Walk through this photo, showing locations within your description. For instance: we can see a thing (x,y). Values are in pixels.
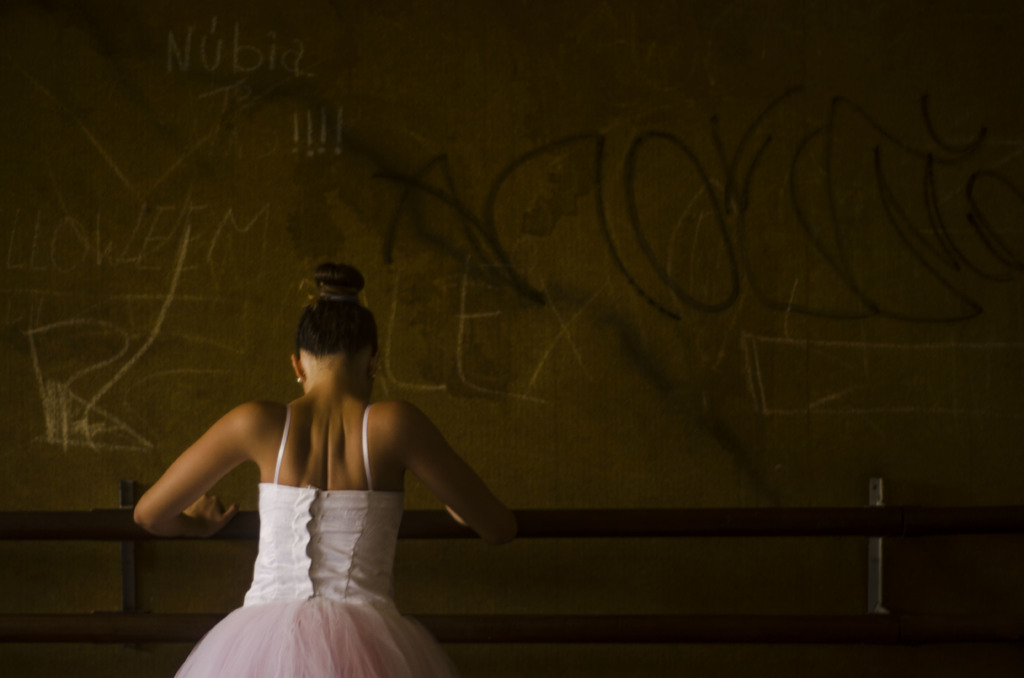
In this image there is a woman (224,655) standing and holding a rod (448,526), and in the background (409,131) there are some scribblings (454,323) on the wall (518,342).
